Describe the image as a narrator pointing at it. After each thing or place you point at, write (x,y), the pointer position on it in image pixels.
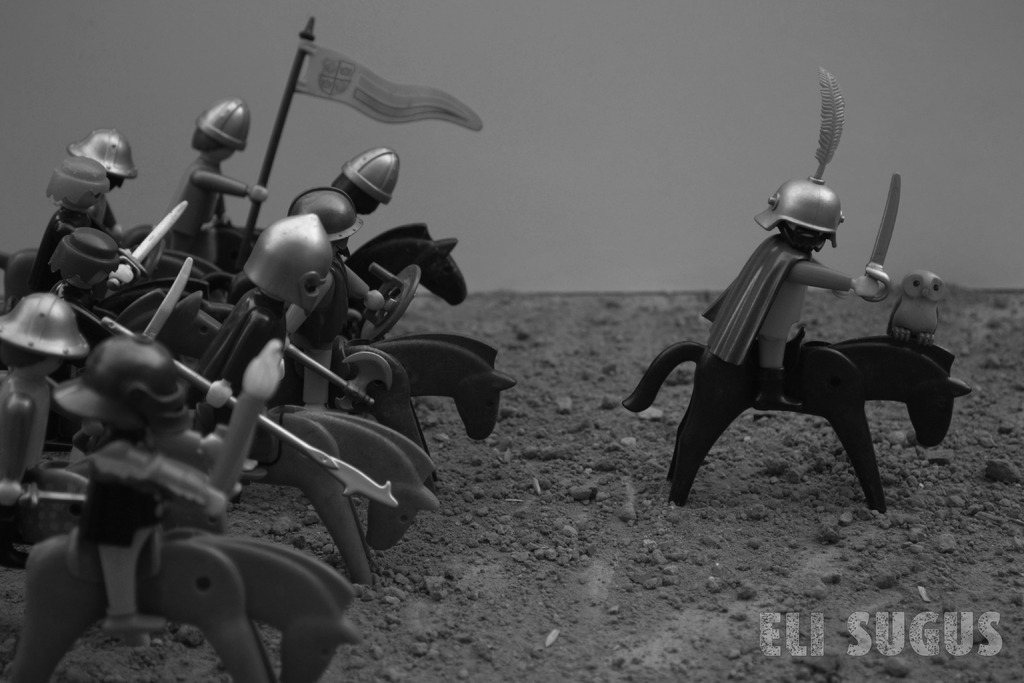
In this black and white image there are toys (748,307). There are toys (302,316) of persons (311,295) sitting on the horse (359,448). They are holding swords (135,261) and flags (372,100) in their hands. In the background (172,74) there is a wall (647,78). At the bottom (557,529) there is the ground (568,524). In the bottom right (883,630) there is text (861,641) on the image.
